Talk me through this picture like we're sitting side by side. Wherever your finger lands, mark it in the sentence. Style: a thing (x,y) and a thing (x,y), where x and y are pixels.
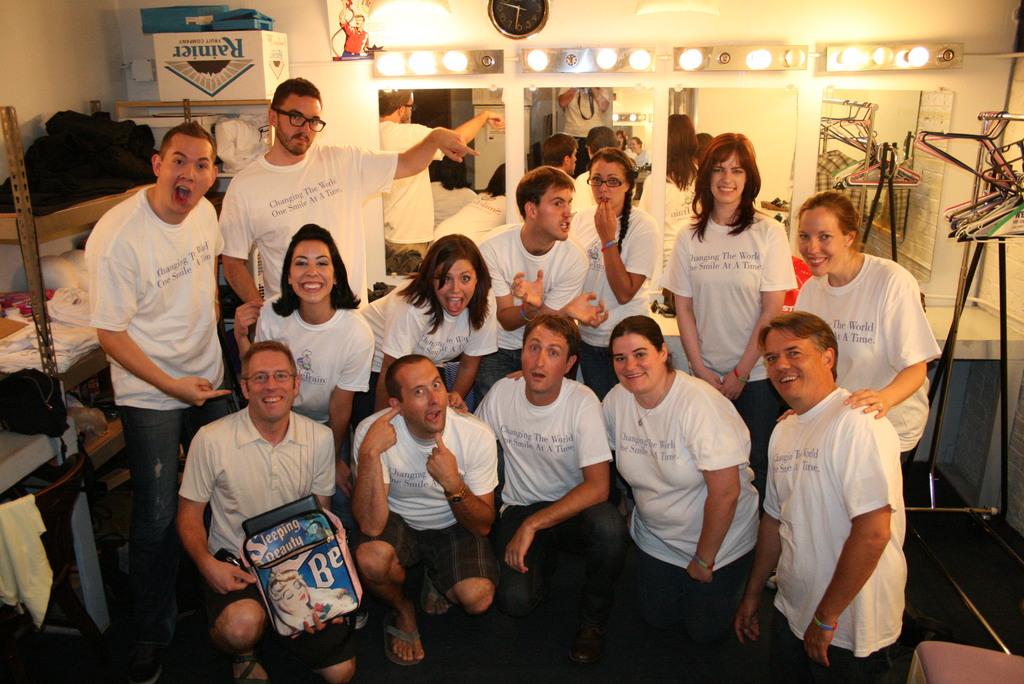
In this image we can see a few people (438,300), one of them is holding a bag (258,542), we can see the reflections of those people (123,219) in the mirror (922,235), there are lights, a wall clock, there are clothes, and boxes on the racks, there are hangers (1003,161) hung to a rod (1007,117), there is a chair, also we can see the wall (935,245).
